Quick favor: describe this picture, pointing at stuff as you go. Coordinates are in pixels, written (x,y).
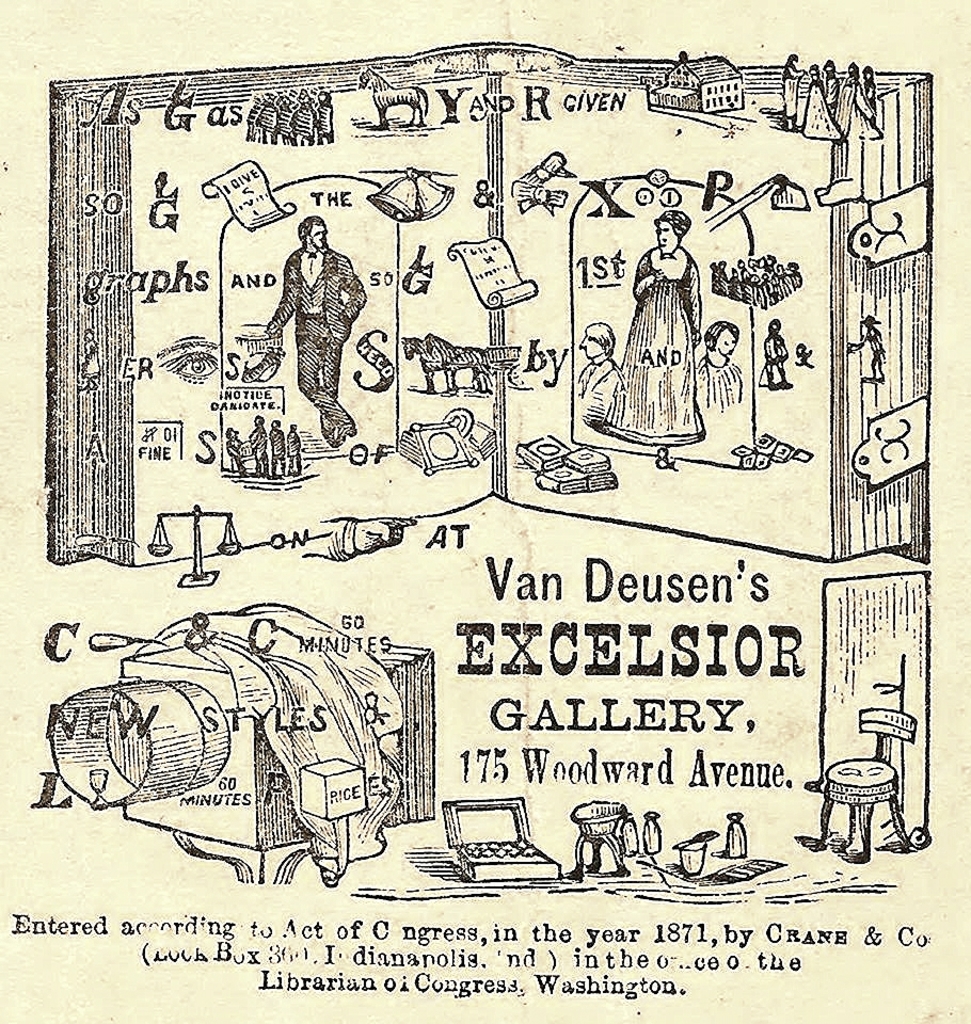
The image looks like a poster. In the image we can see text (542,579), people (659,274), bottles (735,829) and various objects (561,173).
